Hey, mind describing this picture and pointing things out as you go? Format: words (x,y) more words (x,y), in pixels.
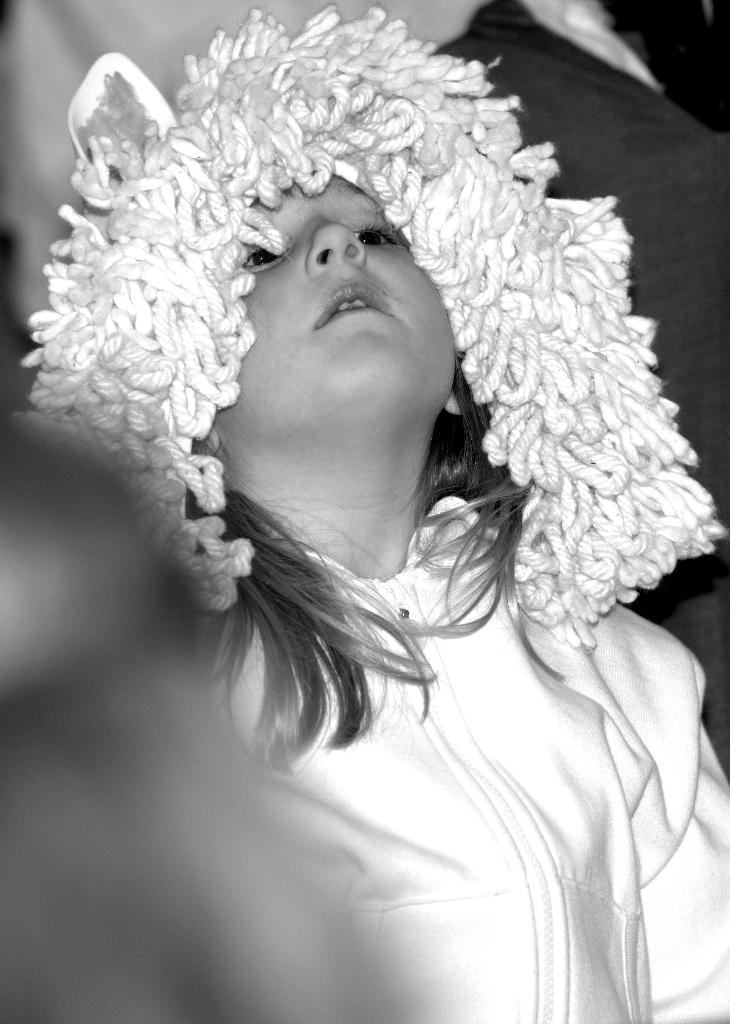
As we can see in the image there is a girl (433,501) wearing white color jacket (573,820).
